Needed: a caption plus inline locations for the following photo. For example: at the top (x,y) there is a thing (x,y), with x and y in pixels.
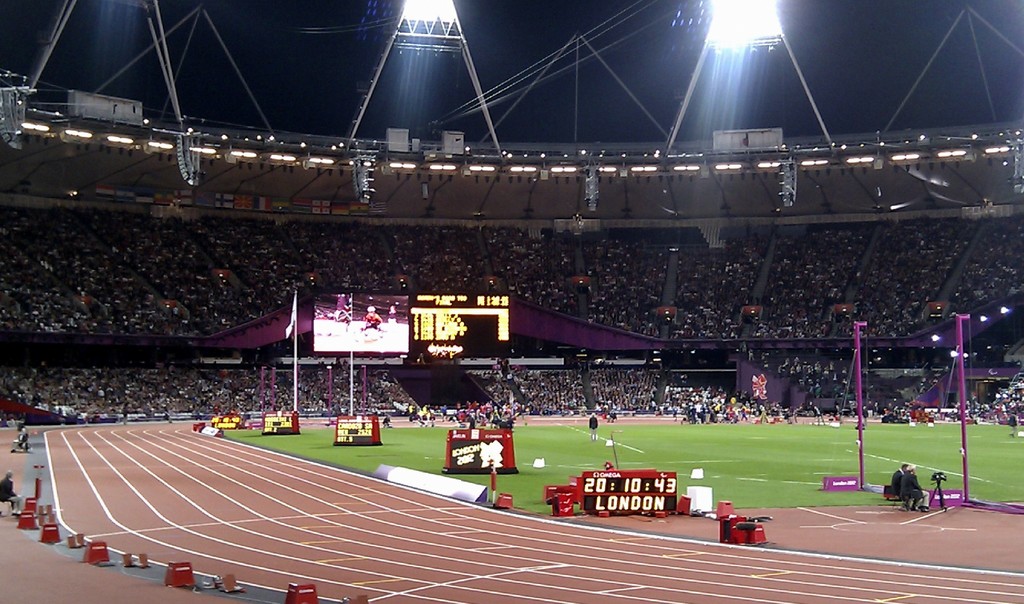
In the image we can see there is a stadium (391,464) and there is ground (617,446) covered with grass (585,425). There are spectators (48,381) sitting in the stadium pavilion (876,212) and there are lights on the top (822,163). There is a stop watch (633,487) kept on the ground (631,518) on which it's written ¨London¨. The sky (345,98) is dark.
